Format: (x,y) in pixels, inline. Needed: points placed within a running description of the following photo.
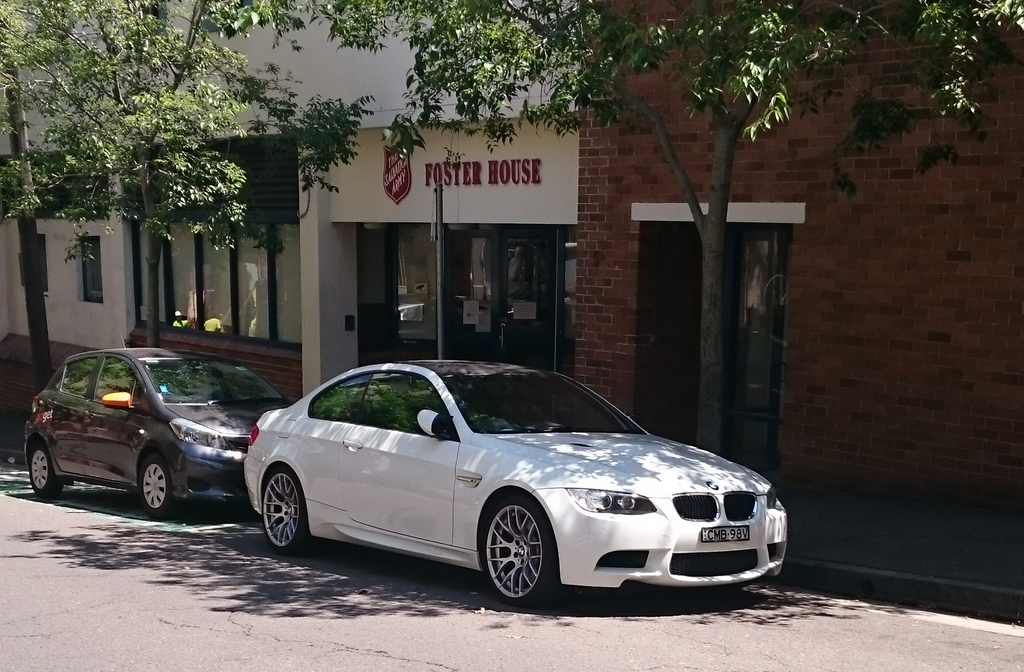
In this image there are cars (730,477) on a road (643,609), in the background (712,139) there are trees (51,164) and shops (448,112).
